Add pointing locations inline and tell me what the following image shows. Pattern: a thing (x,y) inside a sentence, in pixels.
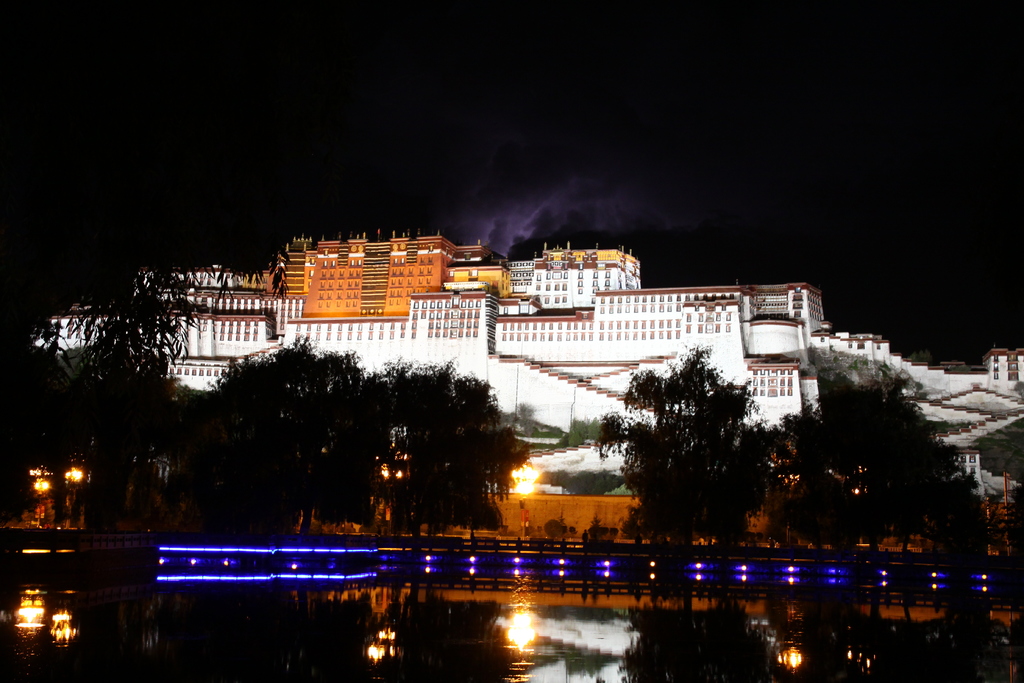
In this image we can see a group of buildings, trees (362,478), a water body (432,620), a fence (429,541), lights (386,467), and the sky (586,103).
